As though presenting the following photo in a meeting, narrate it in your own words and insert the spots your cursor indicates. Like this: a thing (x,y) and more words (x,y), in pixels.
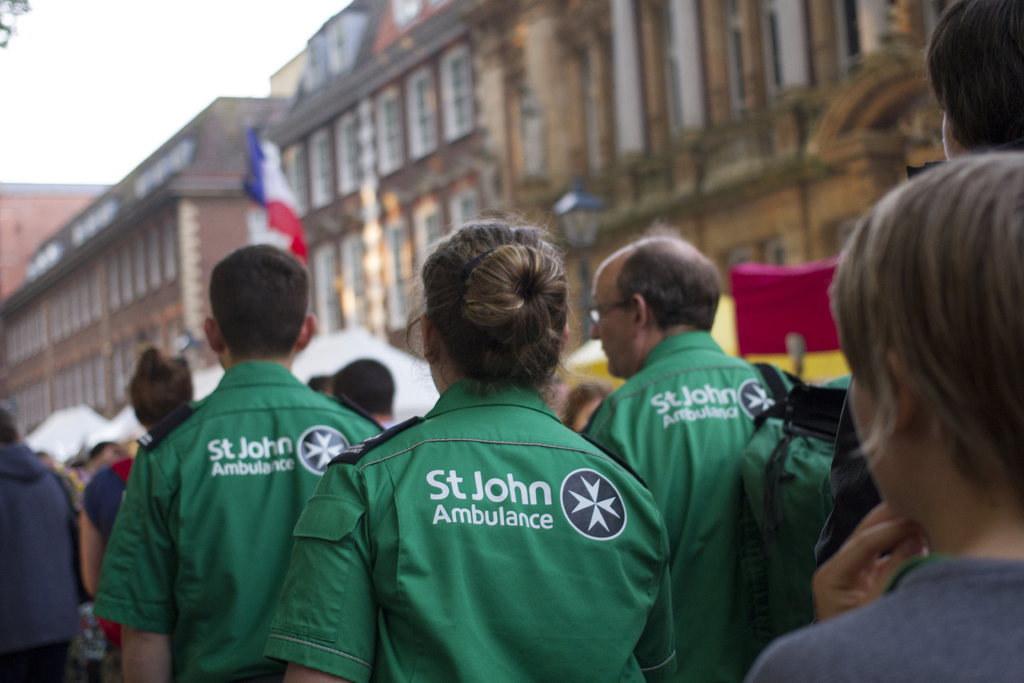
In this image we can see many people (526,433). In the back (315,171) there is a building (434,141) with windows (112,283). Also there is a flag (282,207). In the background (166,31) there is sky (172,19).
